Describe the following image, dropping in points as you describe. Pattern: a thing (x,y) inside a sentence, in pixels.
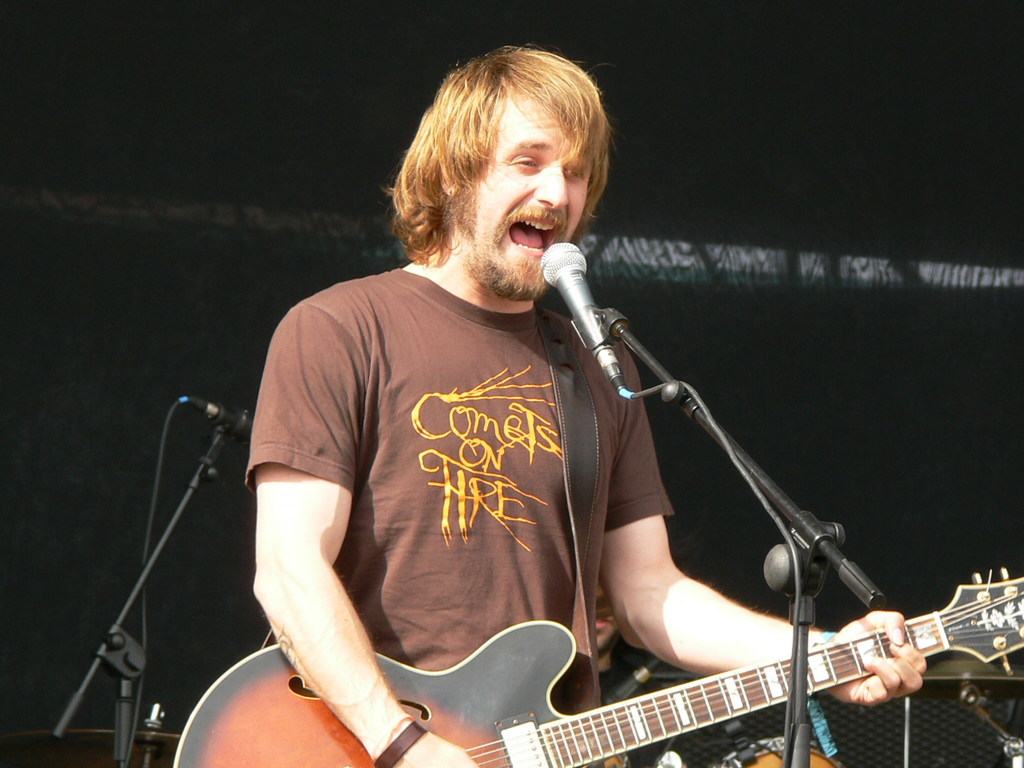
In a picture one person (478,527) wearing a brown t-shirt (478,527) and holding a guitar (531,626) and singing in front of the microphone (569,287) in the middle (512,281) and behind him there is another person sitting and playing drums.
